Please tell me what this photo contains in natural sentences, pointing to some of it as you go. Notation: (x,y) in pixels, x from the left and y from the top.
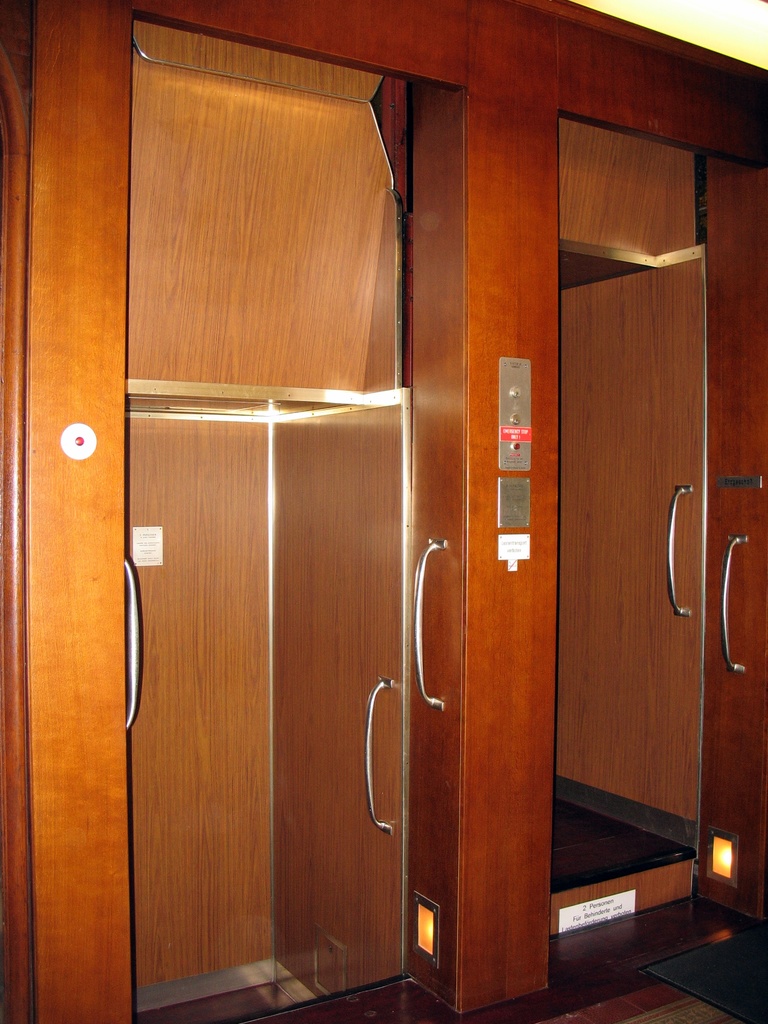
In the foreground of this image (149,534), there are two elevators (589,587) and in the middle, there are buttons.
